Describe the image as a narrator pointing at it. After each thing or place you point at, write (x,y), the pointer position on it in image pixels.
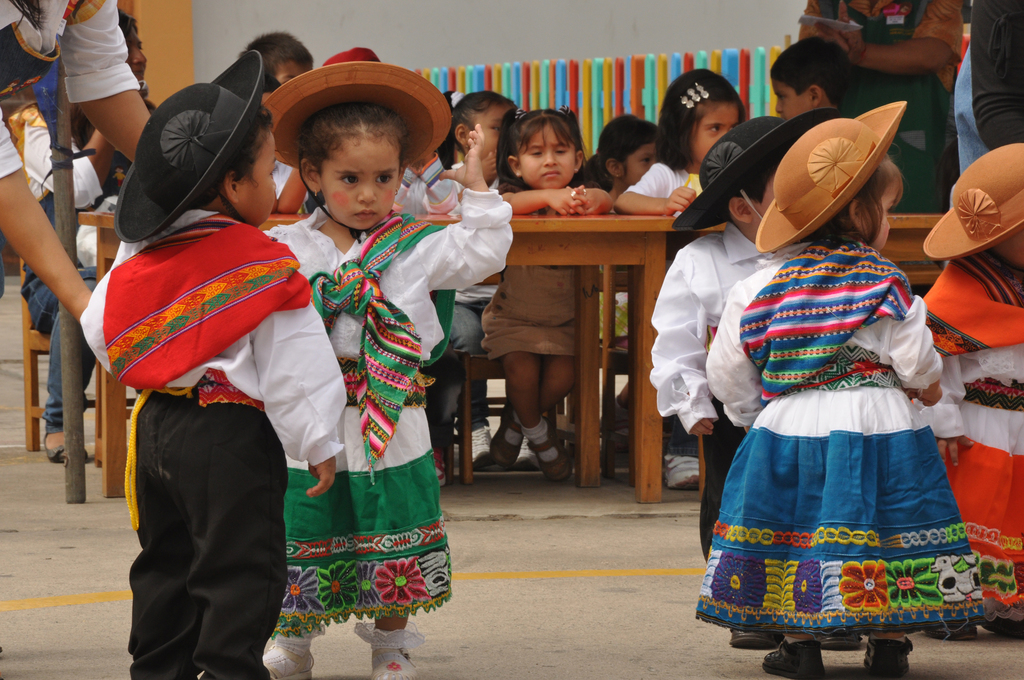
In the center of the image (368,431) there is a girl (342,320) wearing a white color dress (422,290) and a brown color hat (303,80). Besides her there is a boy (271,128) who is wearing white color shirt (101,292) and red color scarf (280,272). he is also wearing a black color hat (247,106). At the right side of the image (719,566) there are three children (1014,174). At the background of the image (707,119) there are children (808,57) sitting on bench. At the bottom of the image (514,549) there is a road (478,635).
